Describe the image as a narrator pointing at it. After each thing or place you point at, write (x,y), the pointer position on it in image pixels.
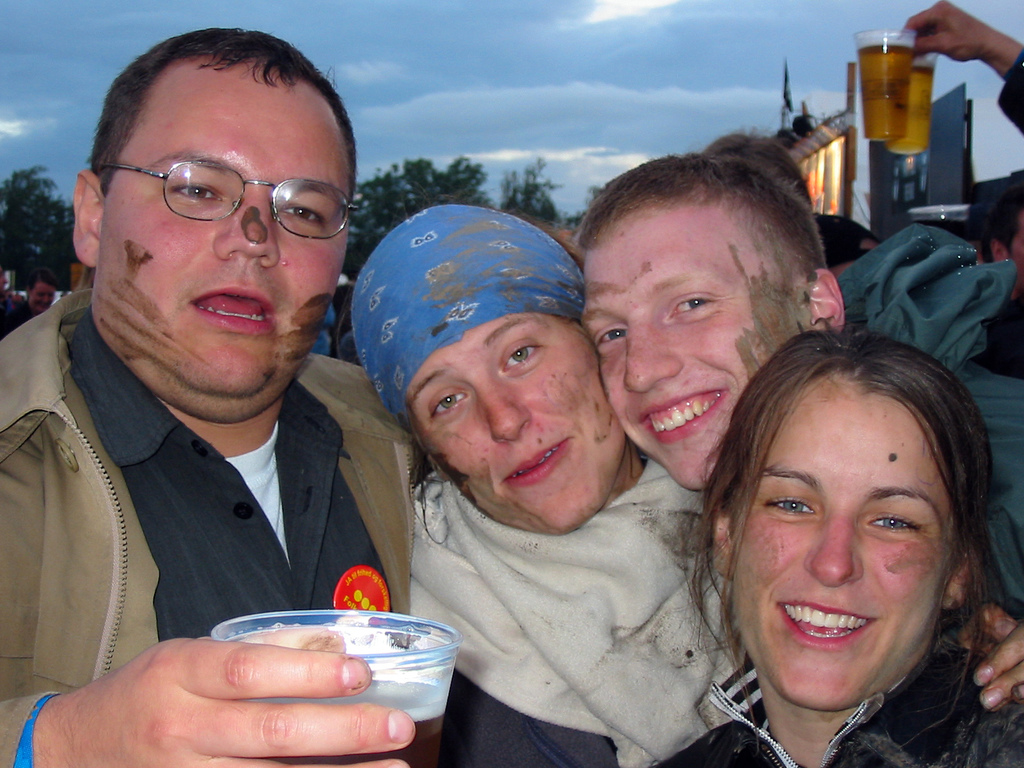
In this image I can see four people (275,445), smiling and giving pose for the picture. The man (182,471) who is on the left side (105,588) is holding a beer cup (411,680) in the hand (347,688). In the background (830,246), I can see some more people (994,232). One person (945,30) is holding two beer cups (906,73) in the hand (927,32). In the background (442,190), I can see few trees (456,182) and a building (831,173). At the top of the image (556,90) I can see the sky (513,90).
